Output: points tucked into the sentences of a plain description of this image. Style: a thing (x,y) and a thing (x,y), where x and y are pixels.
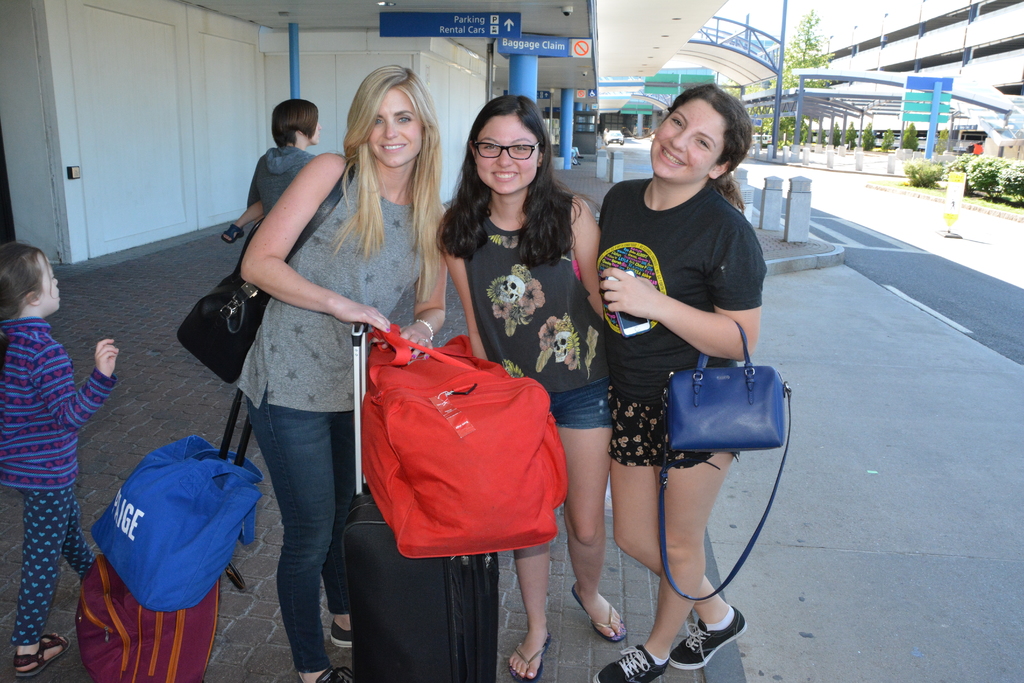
In this picture there are ladies (688,548) in the center of the image (671,254), there is luggage (233,570) at the bottom side of the image (347,593) and there are plants (804,27) on the right side of the image (803,42).
